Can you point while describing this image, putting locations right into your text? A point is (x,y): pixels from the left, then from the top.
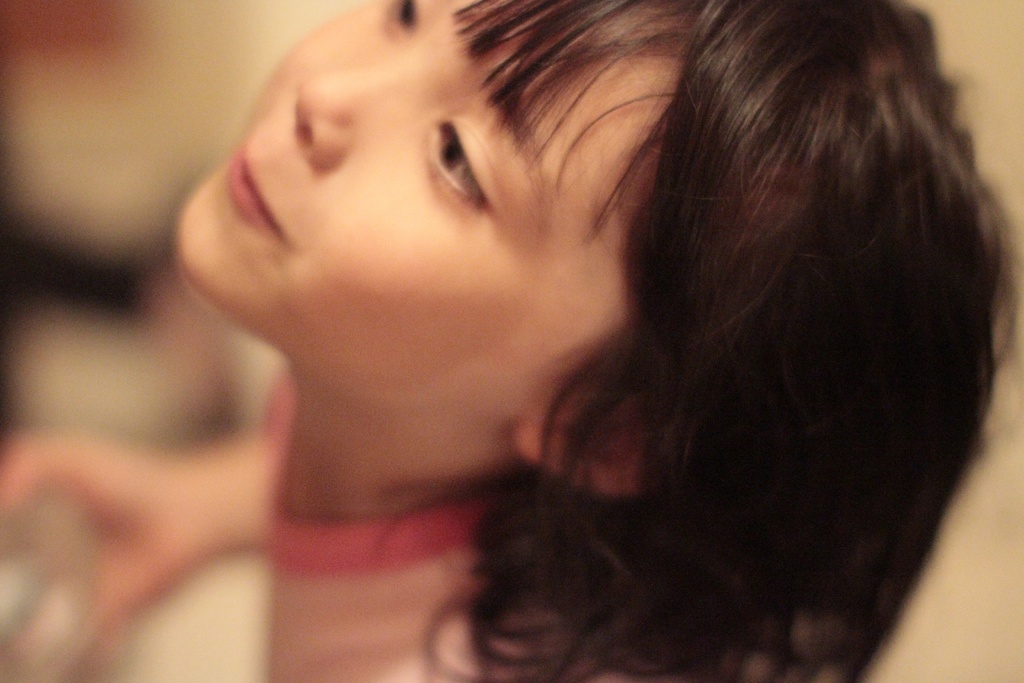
Here we can see a girl (283,479) holding an object (66,570) in her hand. In the background (116,150) the image is blur.
